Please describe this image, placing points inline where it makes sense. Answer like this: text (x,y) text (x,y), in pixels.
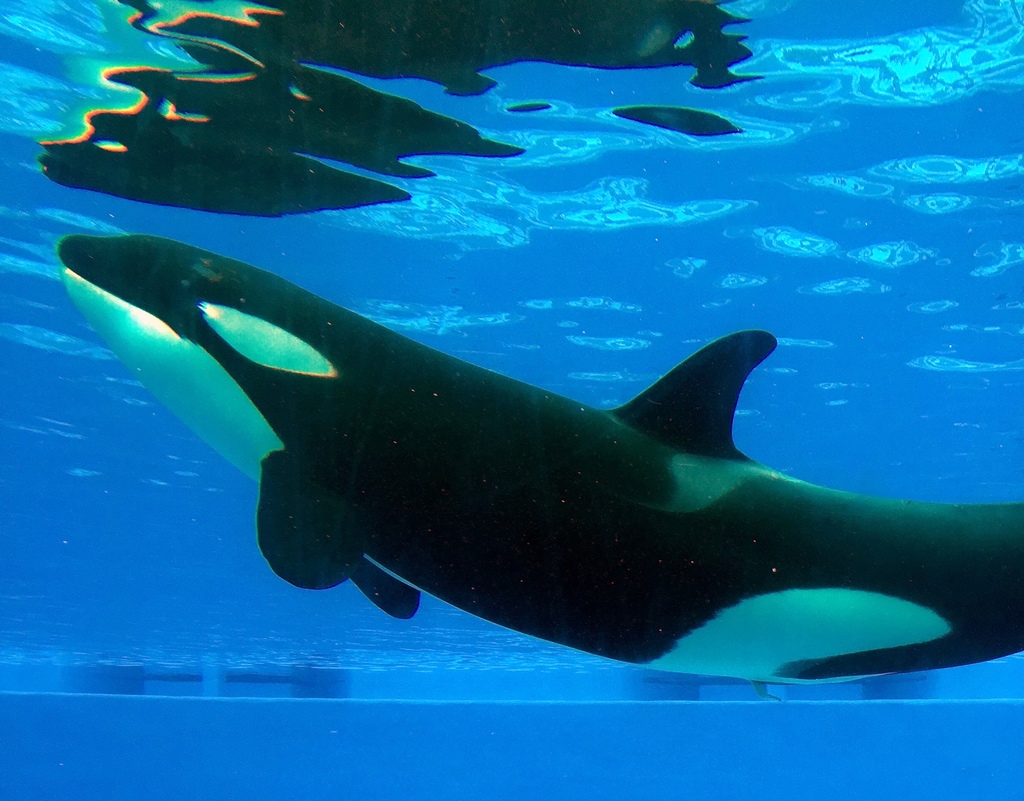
In this picture we can see a whale (579,501) in the water (678,322).
